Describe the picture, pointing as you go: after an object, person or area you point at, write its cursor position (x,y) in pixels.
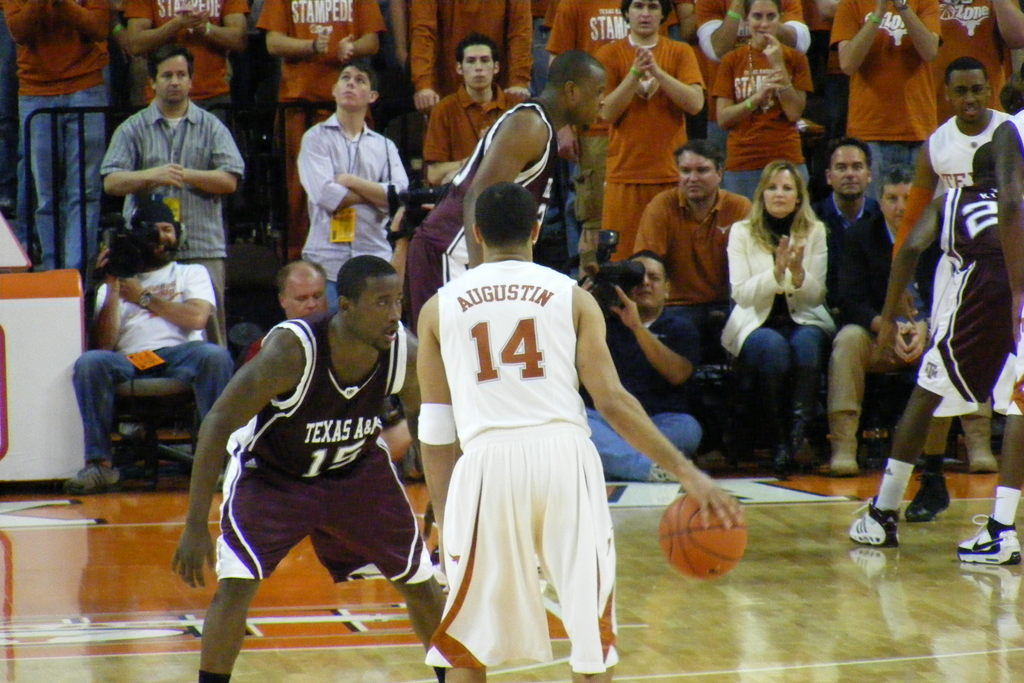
In this picture there is a person (535,644) standing and holding the ball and there are group of people (993,560) standing and there are group of people (847,437) sitting and there are two persons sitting and holding the cameras (613,243). On the left side of the image (68,459) there is a board (68,441). At the bottom (88,600) there is a floor (953,582).
